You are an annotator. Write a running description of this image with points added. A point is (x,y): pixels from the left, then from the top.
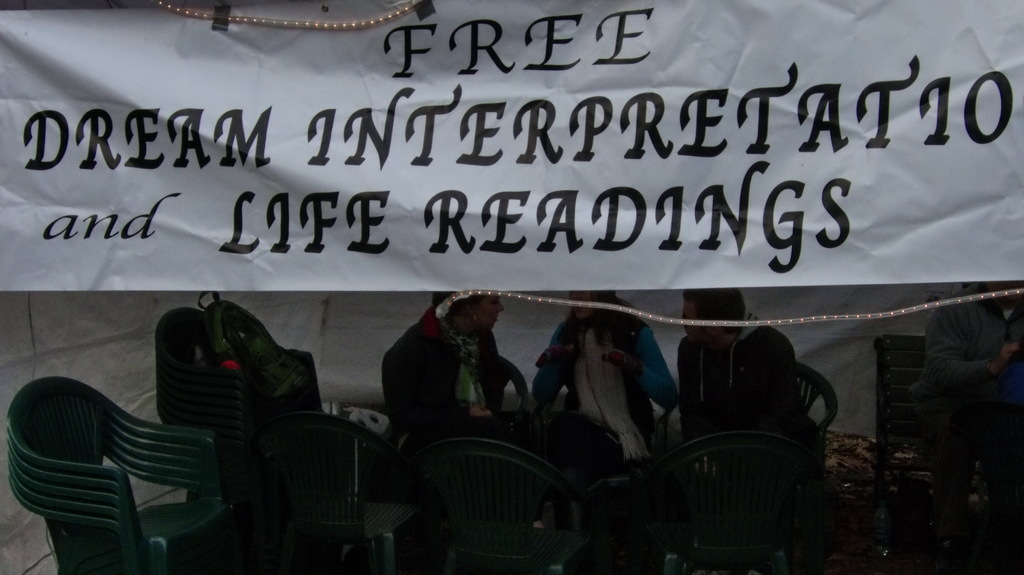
In this image we can see a banner (275,139) with lights (965,298). In the background of the image (473,434) we can persons (468,405) and chairs (128,445).
